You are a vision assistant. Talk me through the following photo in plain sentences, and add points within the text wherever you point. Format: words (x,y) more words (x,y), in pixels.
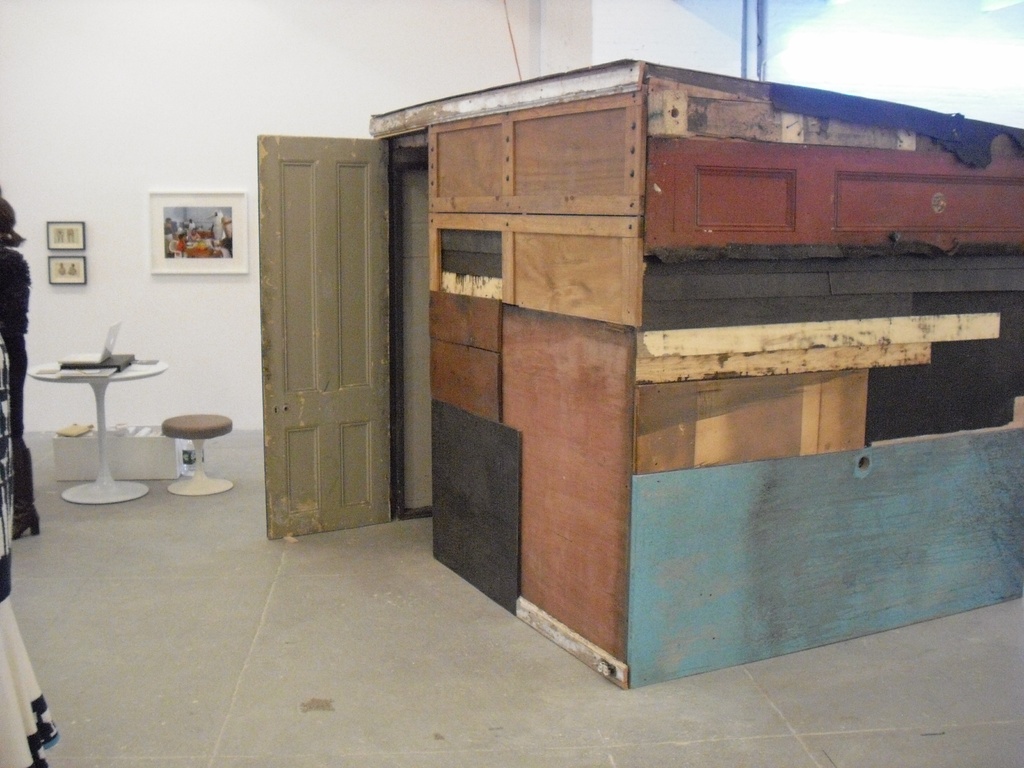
In this image in the front (595,390) there is a wooden wall (651,326) and there is a door (344,311). On the left side (14,460) there are objects (8,469) which are black and white in colour and on the left (97,376) there is a table (110,378), on the table (125,369) there is a laptop (98,363) and there is an object (85,366) which is black in colour and there are frames (79,259) on the wall (124,246) and there is an empty stool (200,424) and there is an object (144,448) which is white in colour, there is a bottle (186,461).
